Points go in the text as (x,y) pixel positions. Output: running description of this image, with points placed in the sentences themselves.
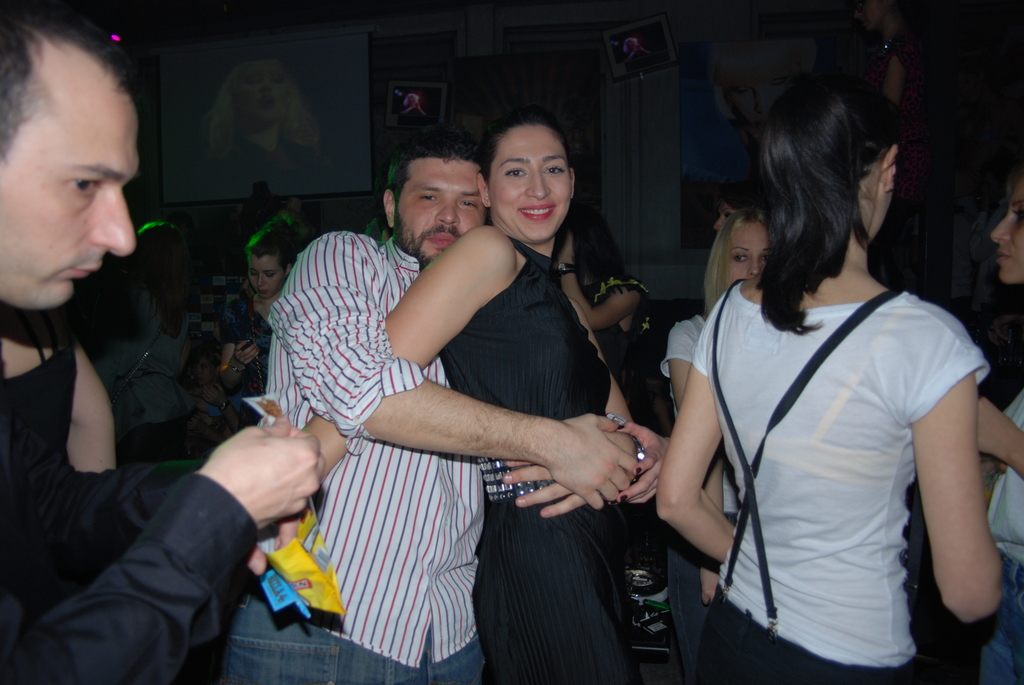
In this image I see number of people (392,263) in which this man (420,247) is holding this woman (407,317) and I see that this woman (544,230) is smiling and I see that this man (8,113) is holding in his hand (295,511). In the background (344,182) I see a screen (251,116) over here and I see the light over here and it is a bit dark in the background (539,50).
